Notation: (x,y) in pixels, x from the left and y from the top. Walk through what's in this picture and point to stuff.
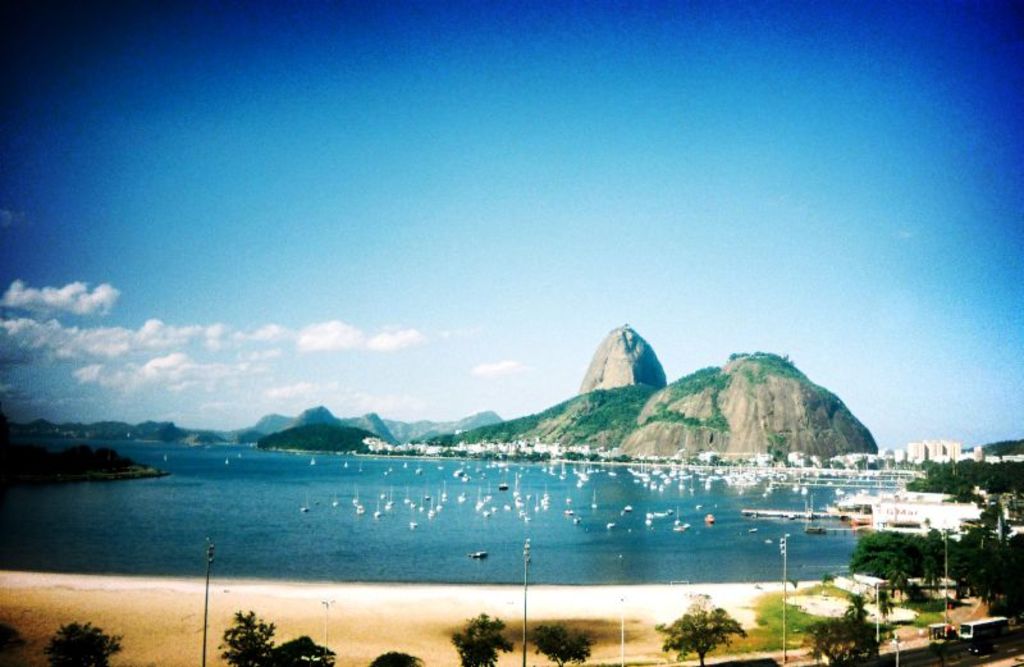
In the image we can see there are lot of tree (65,644) and there is water (450,530). There are boats (481,555) standing in the water (484,477) and there are buildings (378,445). Behind there are rock hills (633,405) and there is a cloudy sky (276,279).
